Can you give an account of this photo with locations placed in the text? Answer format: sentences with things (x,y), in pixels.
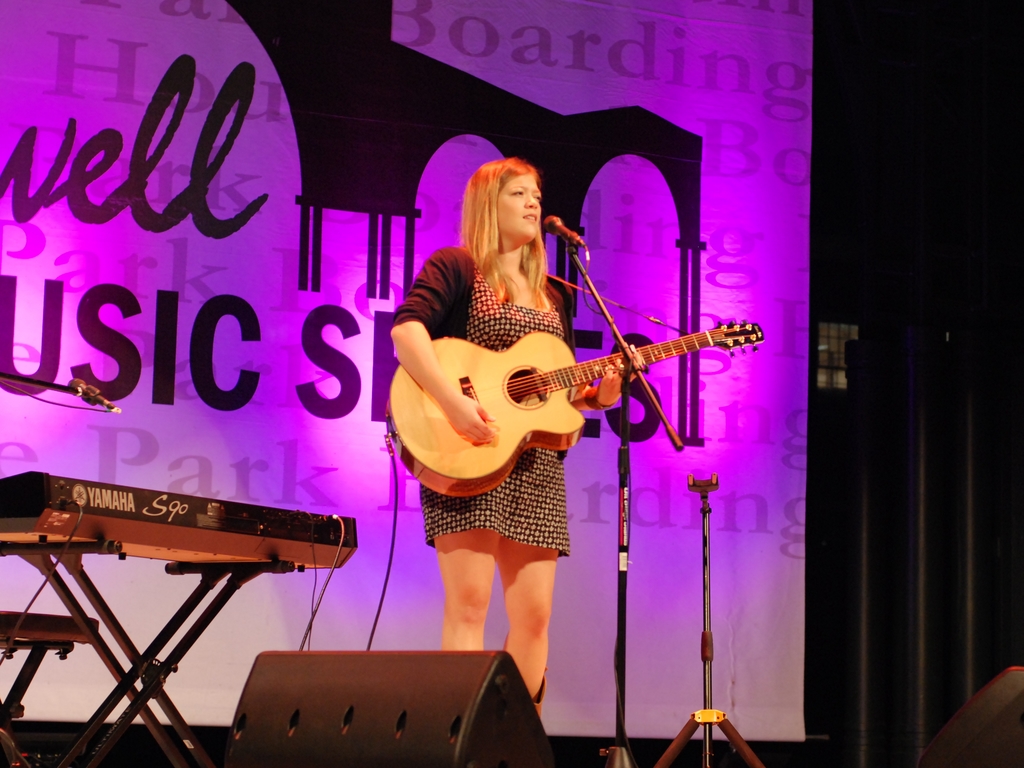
In the image we can see there is a woman (505,496) who is standing and holding guitar (455,457) in her hand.
